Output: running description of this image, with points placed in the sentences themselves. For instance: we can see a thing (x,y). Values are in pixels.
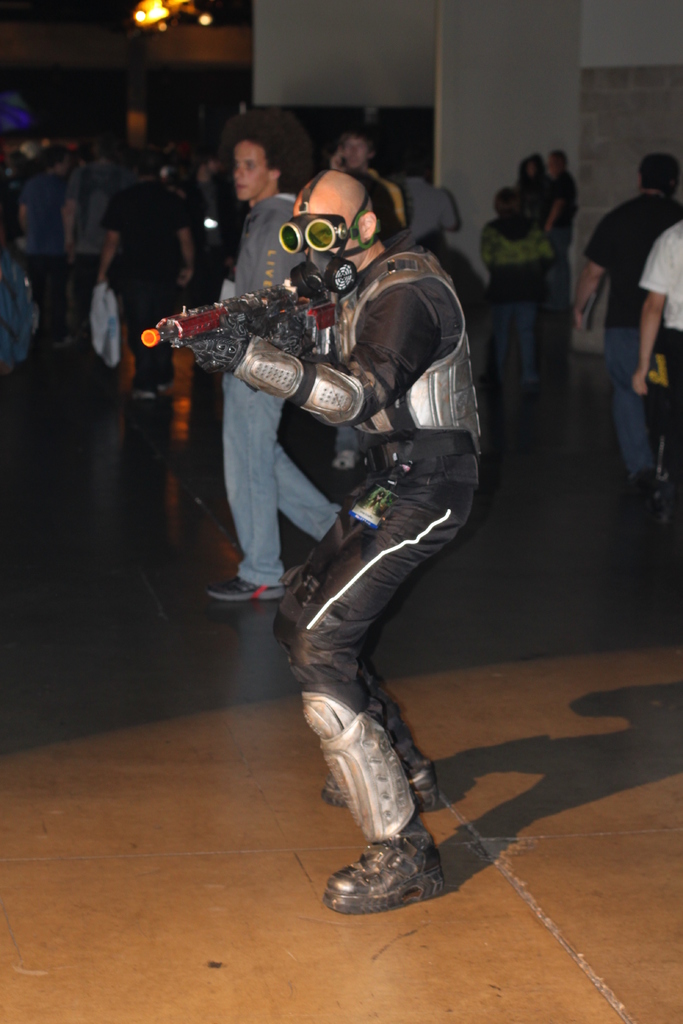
Here we can see a man (382,322) is standing on the floor (225,885) by holding a gun (312,312) in his hand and aiming. In the background (107,230) there are few people (277,216) standing, walking and few are carrying bags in their hands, wall (360,66), pillar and lights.
